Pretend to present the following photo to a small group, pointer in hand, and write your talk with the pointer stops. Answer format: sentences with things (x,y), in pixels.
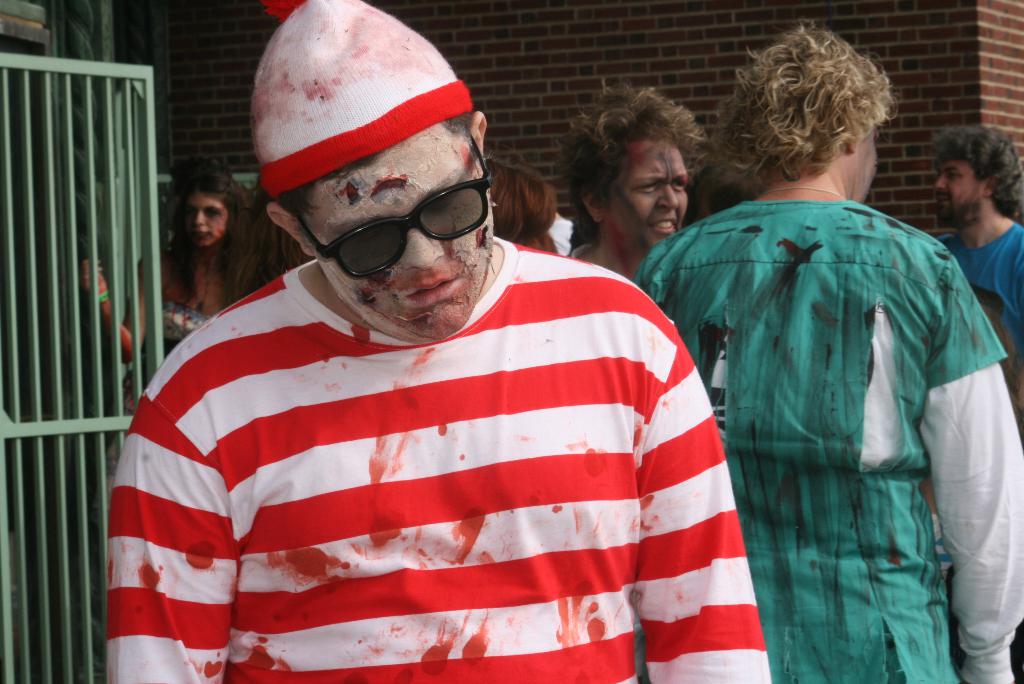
Here we can see people (388,419) and grill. Background (551,34) there is a brick wall (541,54). This man (329,125) wore a cap (298,115) and goggles (403,227).
